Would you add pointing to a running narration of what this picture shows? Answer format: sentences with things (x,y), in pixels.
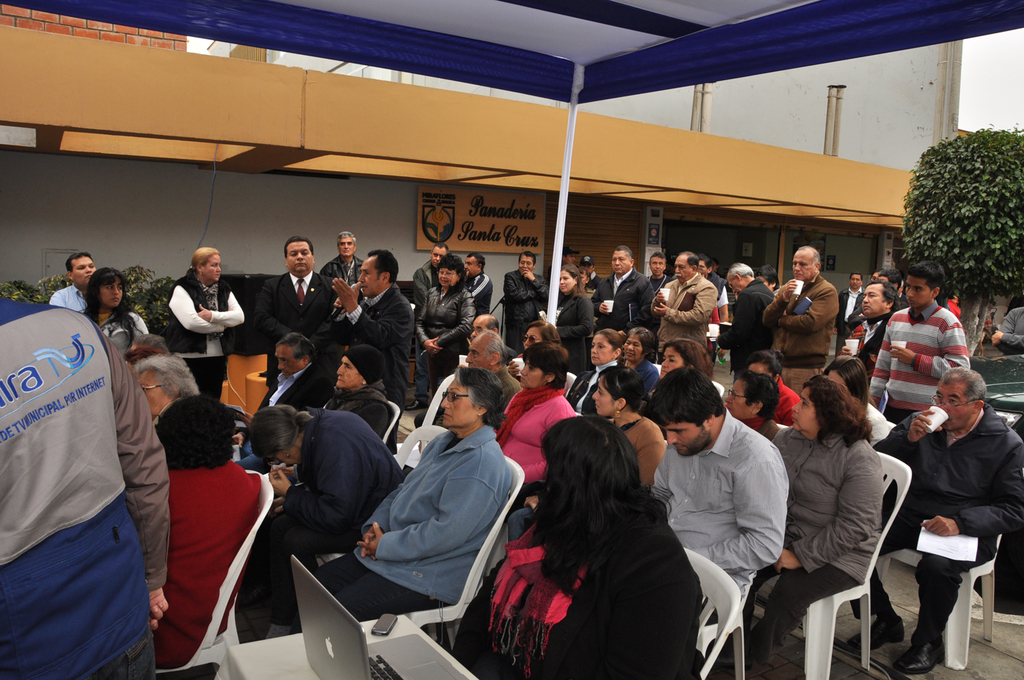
In this image we can see there are people (592,458) sitting on the chairs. There is a laptop (407,647). There are plants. There is a board (452,236).
